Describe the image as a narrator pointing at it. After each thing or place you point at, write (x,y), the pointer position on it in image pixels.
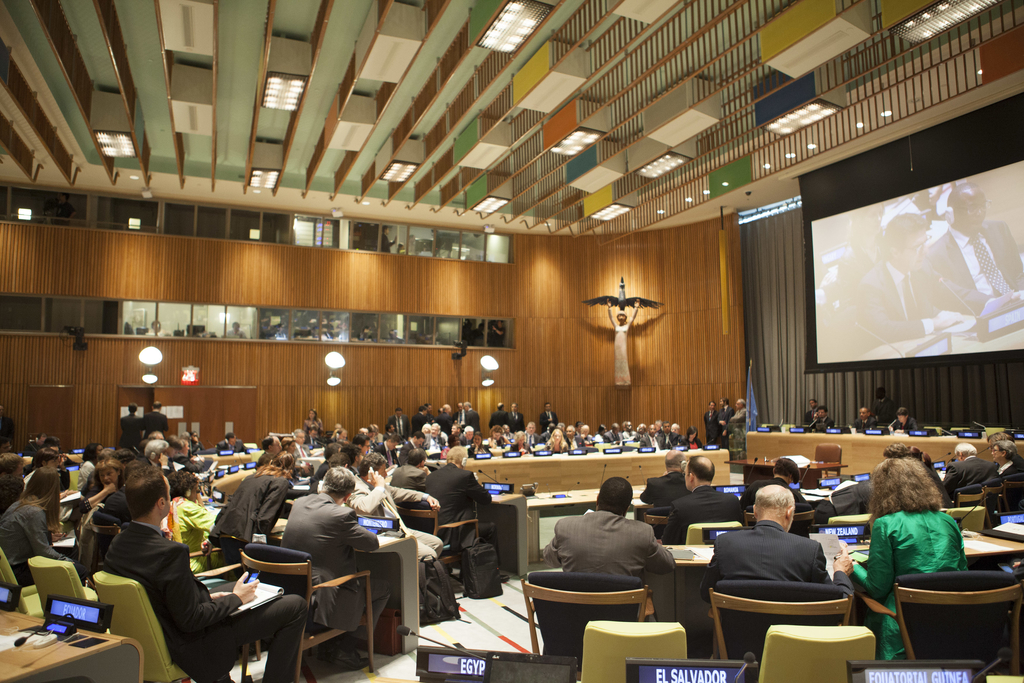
It seems to be the image inside of conference hall (546,490). In the image there are group of people (141,557) sitting on chair (650,515) in front of table (833,441), on table (504,473) we can see a laptop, microphone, pen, paper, book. On right side (853,368) we can see a screen (970,257) and a curtain (769,329) which is in grey color. In background (617,347) there is some statue (621,333) few lights (486,366), frames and roof (212,104) on top (224,89).
